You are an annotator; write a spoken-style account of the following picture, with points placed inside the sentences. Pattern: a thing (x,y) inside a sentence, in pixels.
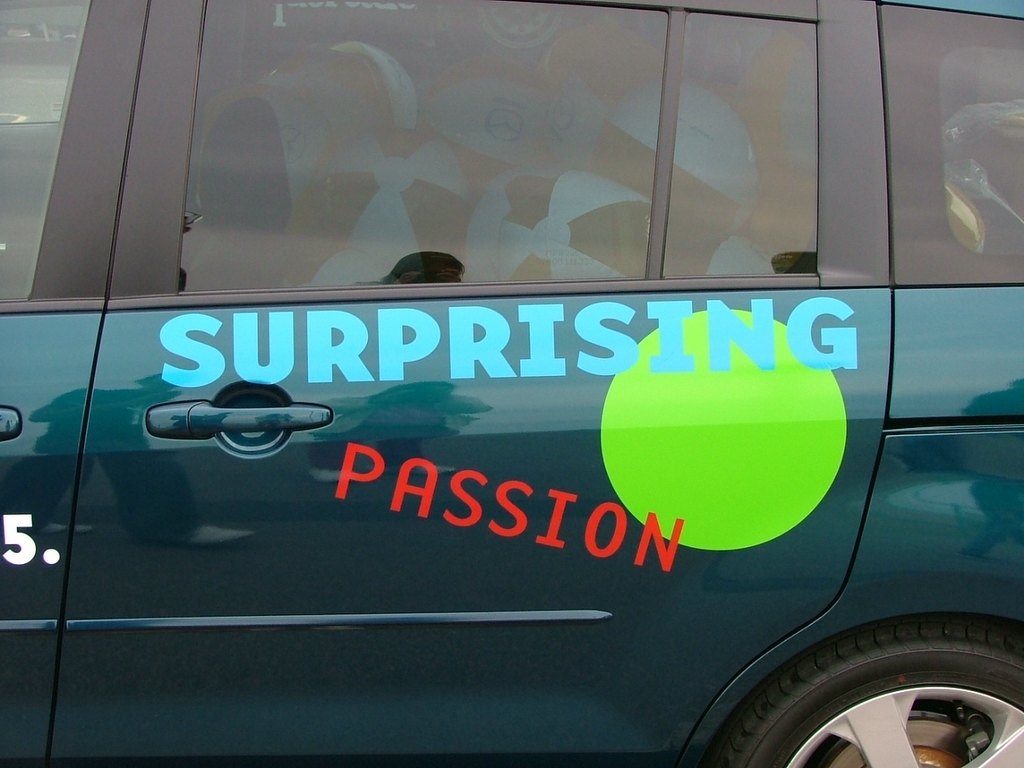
In the picture we can see a half part of the car (394,537) with door (191,451), window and a glass (199,280) to it and to the door (703,653), we can see handle (297,416) and a tire (727,736) with a rim (902,755) and written on the door (692,645) as surprising passion.
